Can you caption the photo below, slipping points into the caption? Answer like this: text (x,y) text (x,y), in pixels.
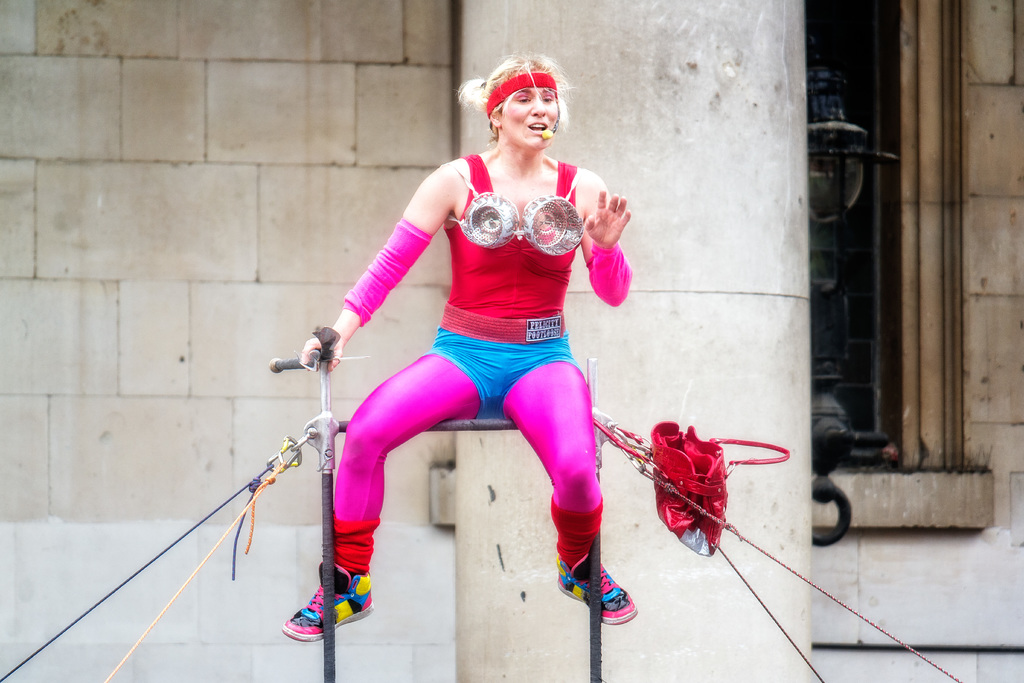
In this image we can see a woman (453,365) sitting on a stand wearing the costume (482,401). We can also see the ropes (137,645) and a bag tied to the stand (323,468). On the backside (703,231) we can see a window (881,358), a lamp (837,381), pillar (644,383) and a wall (134,406).
